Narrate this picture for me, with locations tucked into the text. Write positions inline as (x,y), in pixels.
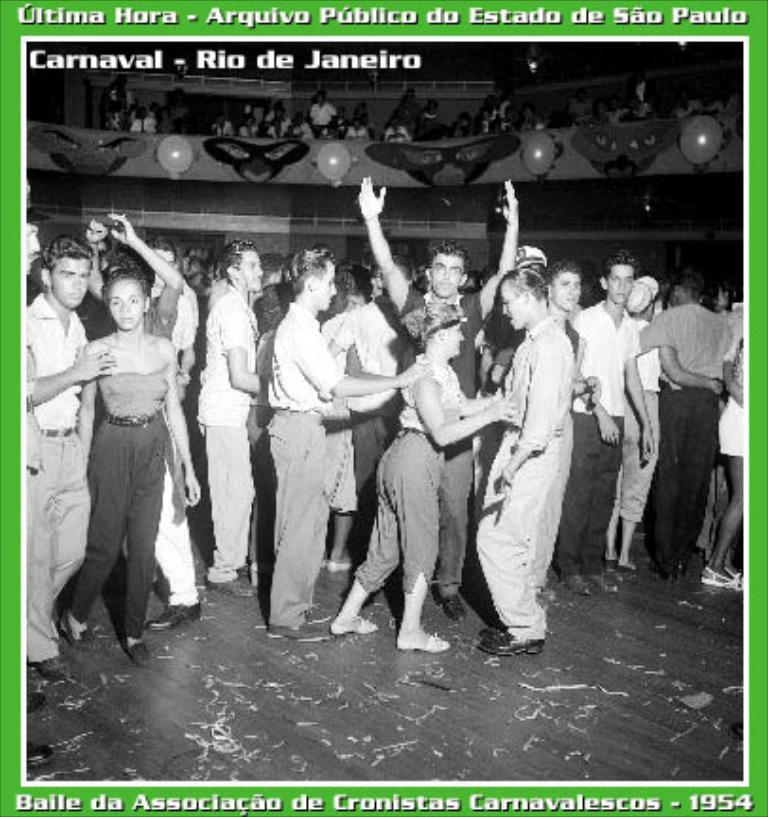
This is a black and white image and it is edited. Here I can see a crowd of people (401,379) standing on the floor (439,684) and few people (373,406) are dancing. In the background (237,195) there is a wall (173,200) and also there are few people (385,126) in the dark. At the top (133,25) and bottom of the image (227,811) I can see some text (168,802).
